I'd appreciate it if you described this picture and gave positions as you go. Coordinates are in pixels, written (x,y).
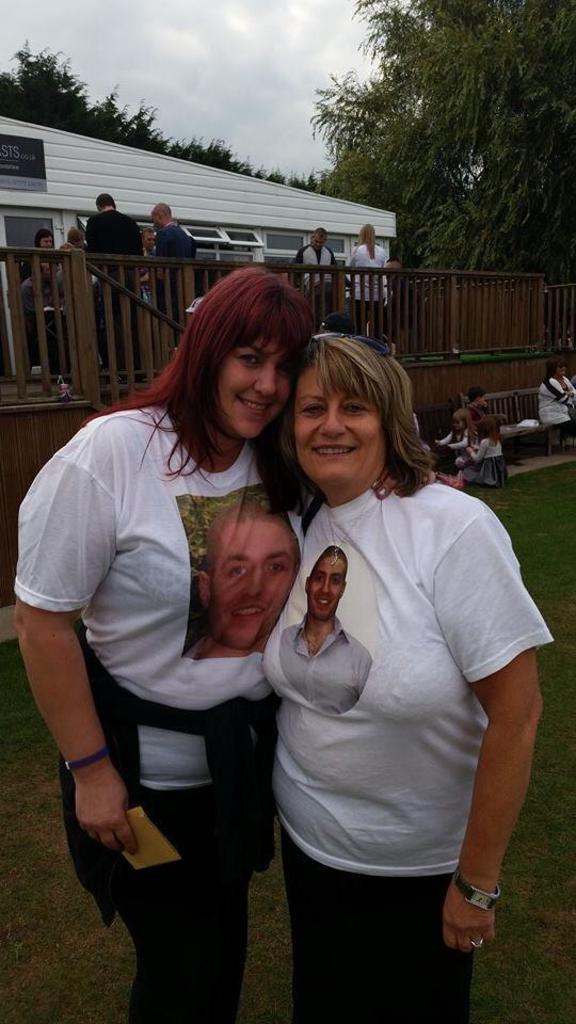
In the picture I can see two women (187,590) wearing white T-shirt (152,579) are standing on a greenery ground (288,1016) and there are few people (493,424), a fence (239,267), building (287,243) and trees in the background (202,284) and the sky (209,38) is cloudy.
